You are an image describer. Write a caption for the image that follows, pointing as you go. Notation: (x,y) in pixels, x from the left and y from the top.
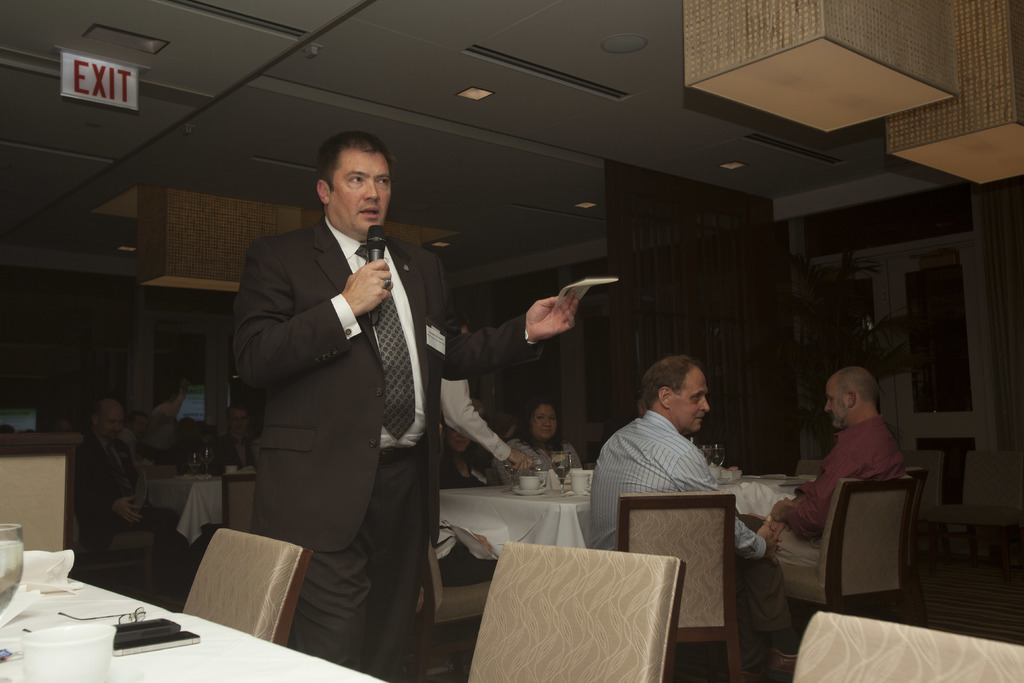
This picture shows a man (262,303) standing and speaking with the help of a microphone (374,284) and we see few people (805,513) seated on the chairs (665,589) and we see few cups (527,487) on the table (551,489). we see a cup (67,634) and a mobile (160,623) on the other table (113,606). we see a sign board (103,68) on the roof (57,116).
